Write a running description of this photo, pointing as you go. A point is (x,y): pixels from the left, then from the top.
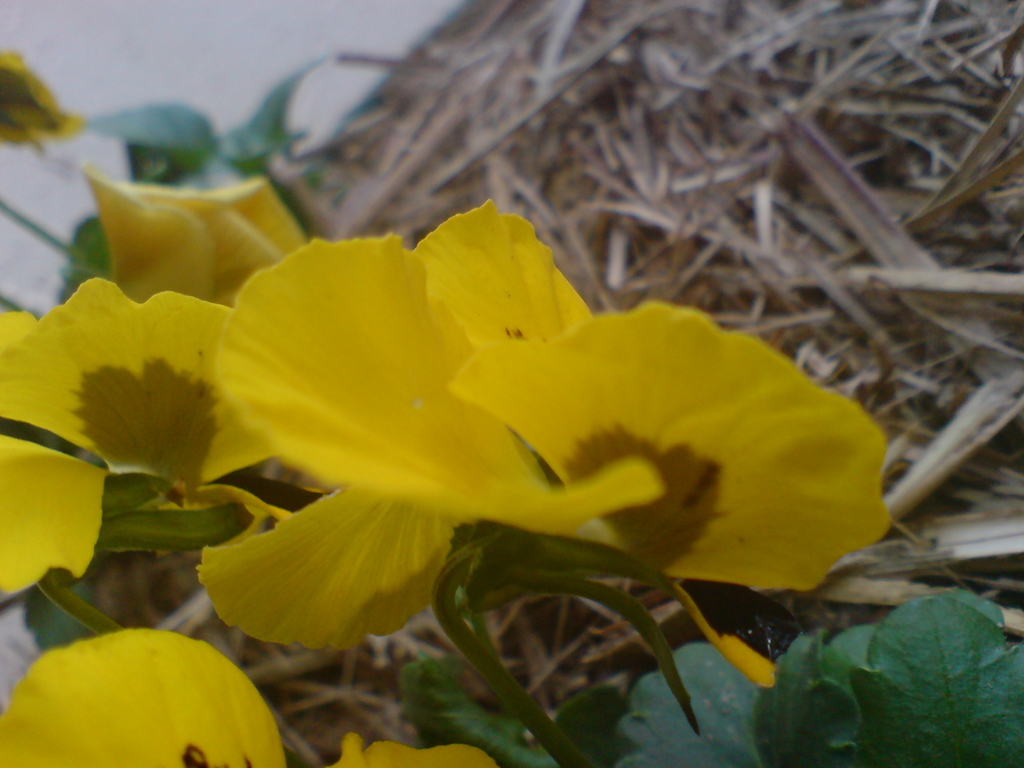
In this image we can see group of flowers (136,405) on stem (463,650) of a plant (495,689).
